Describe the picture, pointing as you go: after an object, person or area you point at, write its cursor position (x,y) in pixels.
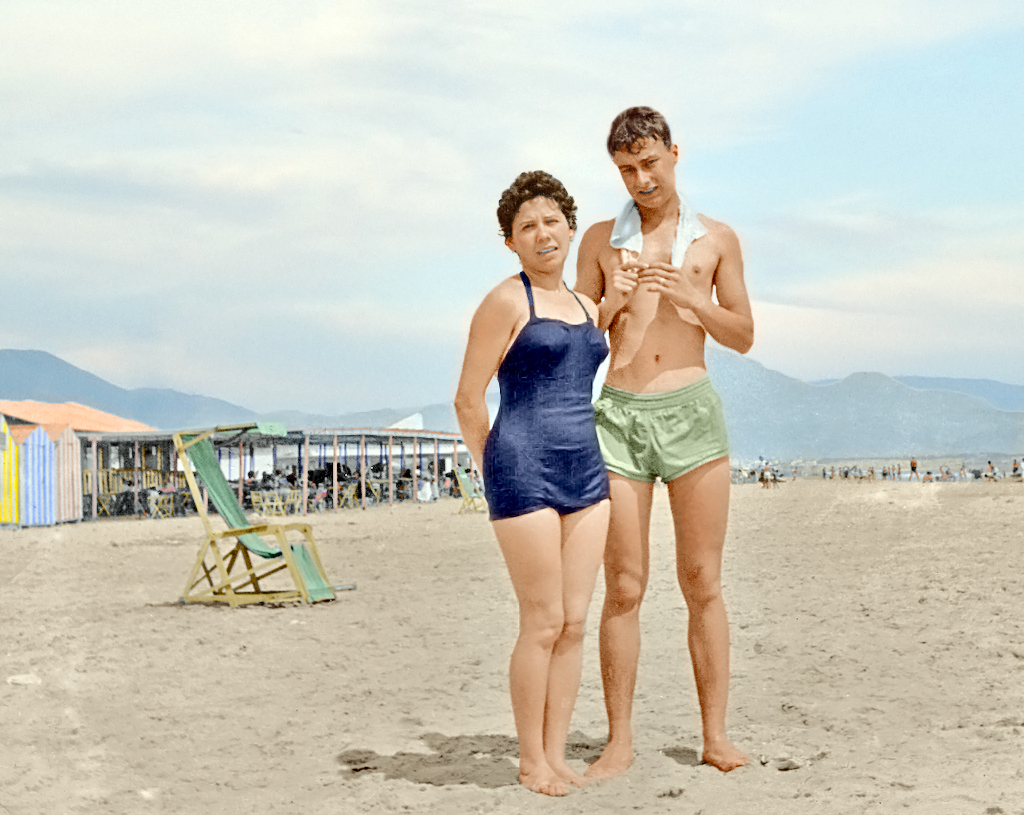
In the image a woman (589,409) and a man (612,369) are standing on the sand (748,728), behind them there is a chair (228,491) and on the left side (71,466) there is a shelter (308,438) and in the background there are some other people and behind them there are many mountains (801,414).
